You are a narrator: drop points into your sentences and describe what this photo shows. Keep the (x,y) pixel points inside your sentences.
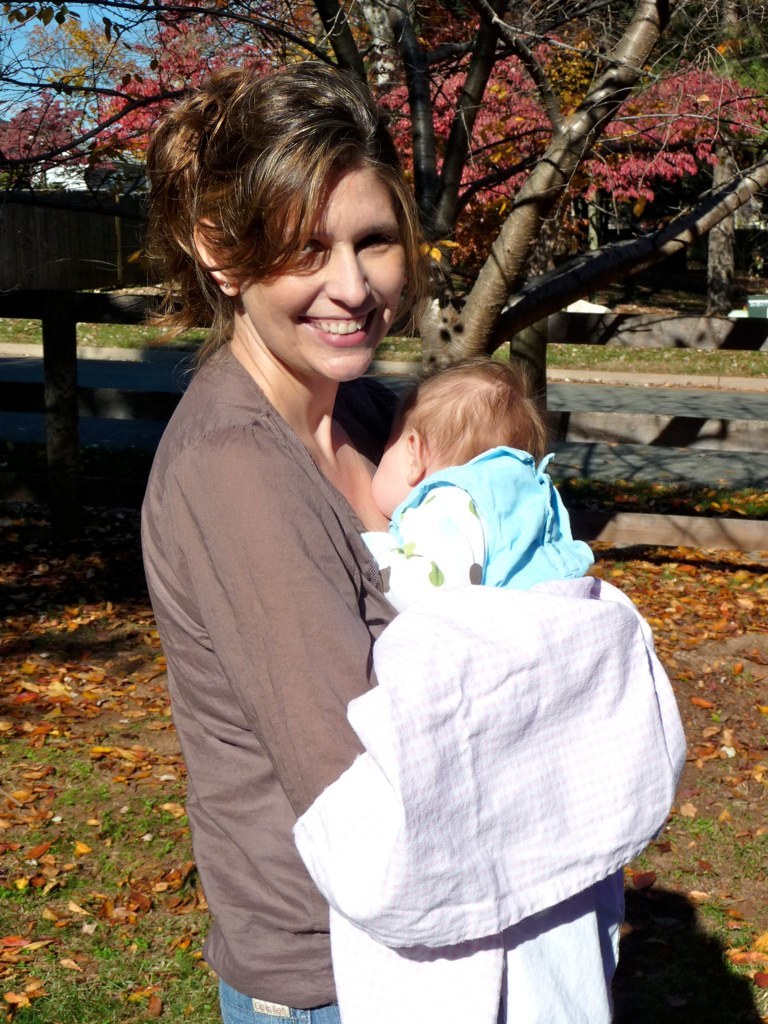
This is the woman (318,591) standing and smiling. She is carrying a baby (437,650) in her hands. I can see the dried leaves (109,794) lying on the ground (113,825). This looks like a wooden fence (593,421). I can see the trees (547,90) with branches (620,271) and leaves (633,204).
